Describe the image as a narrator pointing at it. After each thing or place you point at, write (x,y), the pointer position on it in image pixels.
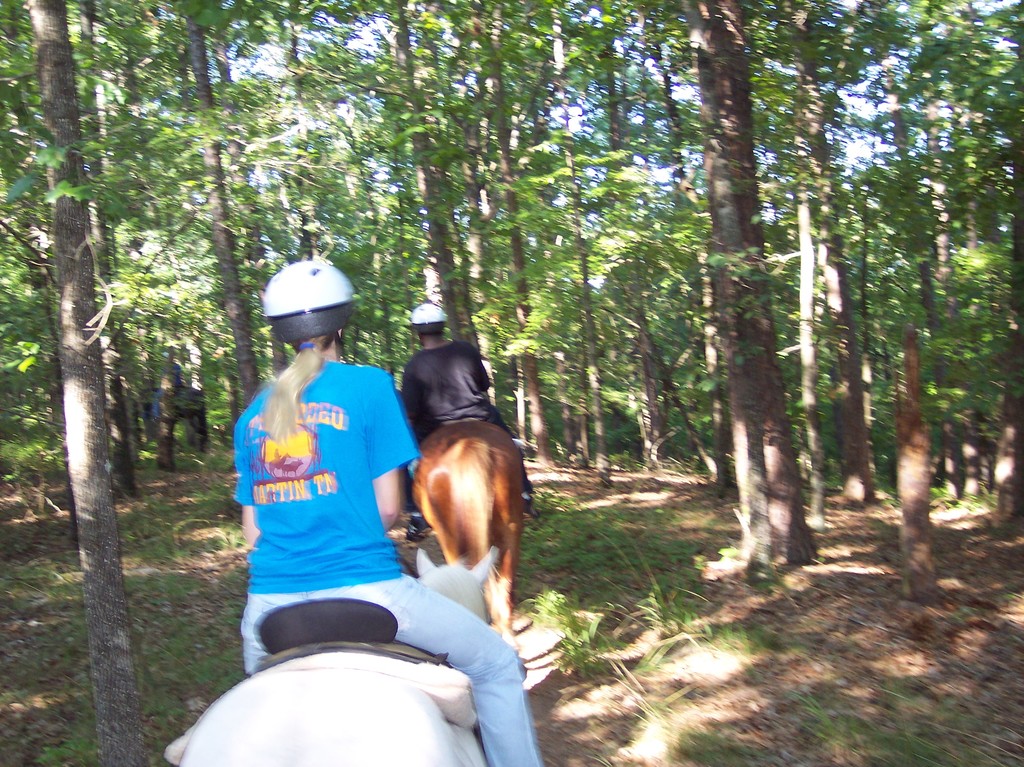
In this image we can see a blue t shirt lady (320,485) and black t shirt men (459,415) are riding on the horse (311,736). We can see many trees (487,277) in the background (487,277).
